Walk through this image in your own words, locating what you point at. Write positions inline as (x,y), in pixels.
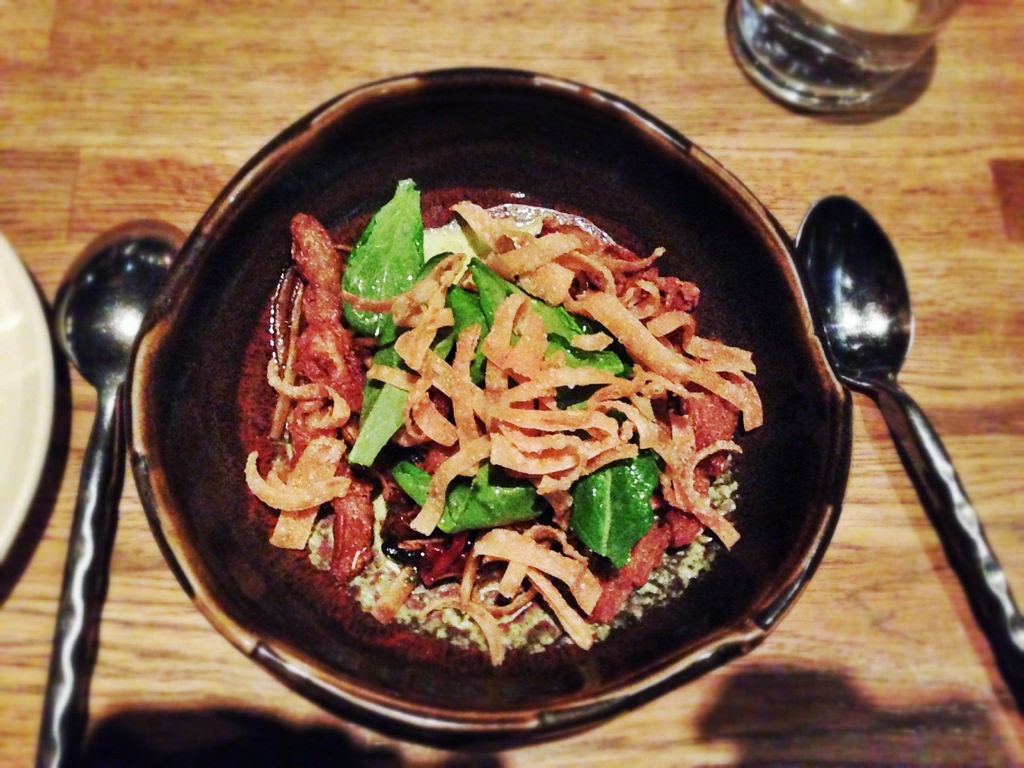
In this picture we can see some food (291,395) in a bowl (437,415) and the bowl (557,432) is on the wooden object (797,696) and on the object (813,695) there are spoons (98,333), plate (18,356) and a glass (834,47).
